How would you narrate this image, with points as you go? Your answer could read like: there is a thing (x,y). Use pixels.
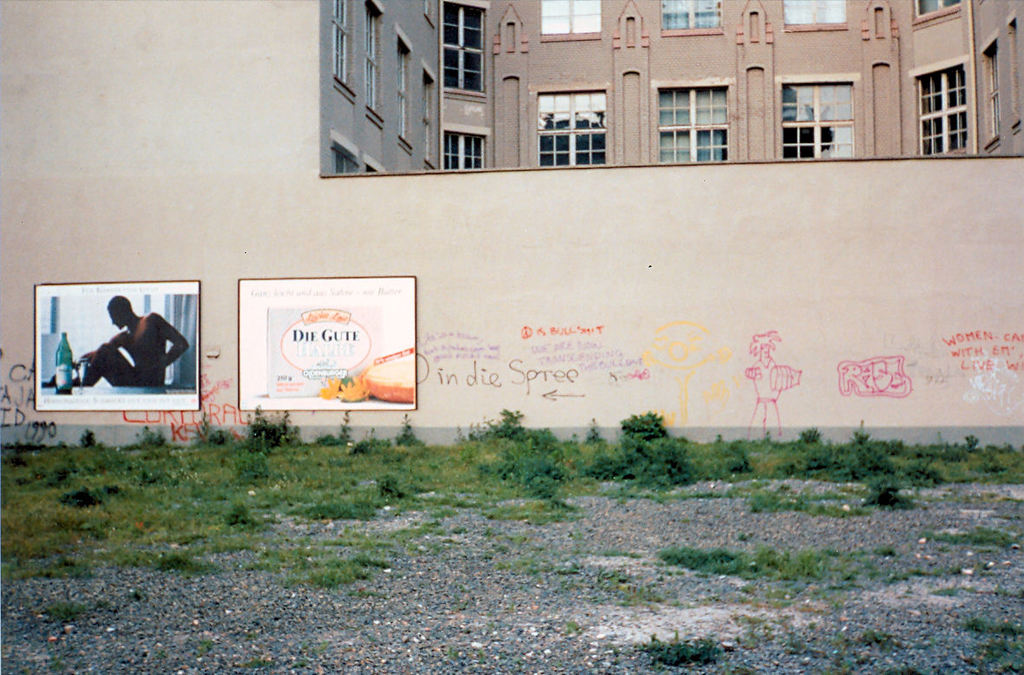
In the center of the image (547,271) there is a building (358,9), wall (303,28), windows (678,23), frames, grass (210,475) and stones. On the frames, we can see one bottle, one person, some text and a few other objects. And we can see some text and some drawings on the wall (173,61).
